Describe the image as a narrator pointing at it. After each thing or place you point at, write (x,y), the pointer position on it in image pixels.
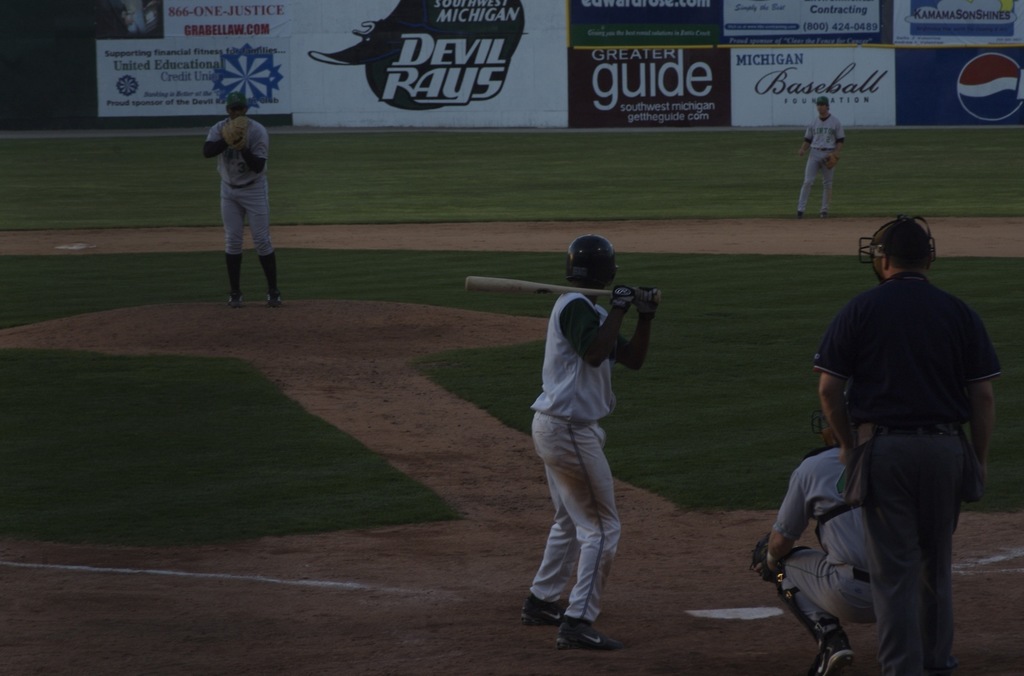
The man (558,498) in front of the picture wearing white T-shirt (550,364) is holding a baseball bat (567,295) in his hand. Behind him, the man (849,461) in blue T-shirt (874,387) is standing and the man (808,520) in grey T-shirt (834,453) is in squat position. In the background (832,135), we see two men (228,166) standing. At the bottom of the picture (221,463), we see grass (196,412). In the background (303,85), we see a board (494,37) in white color with some text (477,97) written on it.
